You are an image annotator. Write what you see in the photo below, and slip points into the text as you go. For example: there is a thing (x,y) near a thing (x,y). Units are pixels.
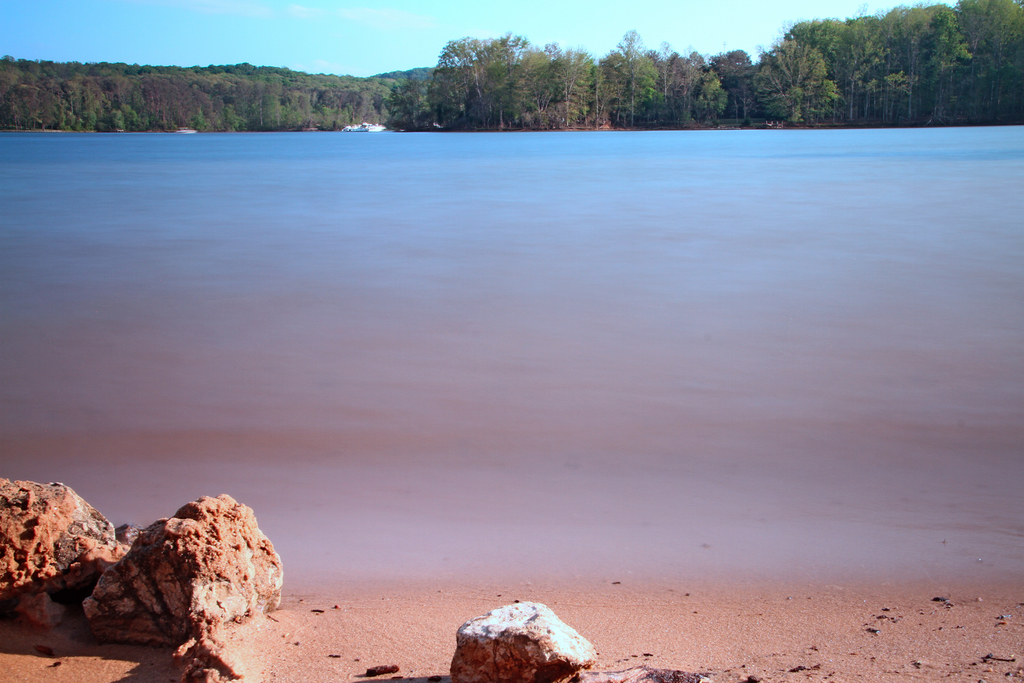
In this image there is a river (178,494), in the left side (180,568) bottom there are stones (262,605), in the background (277,99) there are trees (440,82) and the sky (241,36).
